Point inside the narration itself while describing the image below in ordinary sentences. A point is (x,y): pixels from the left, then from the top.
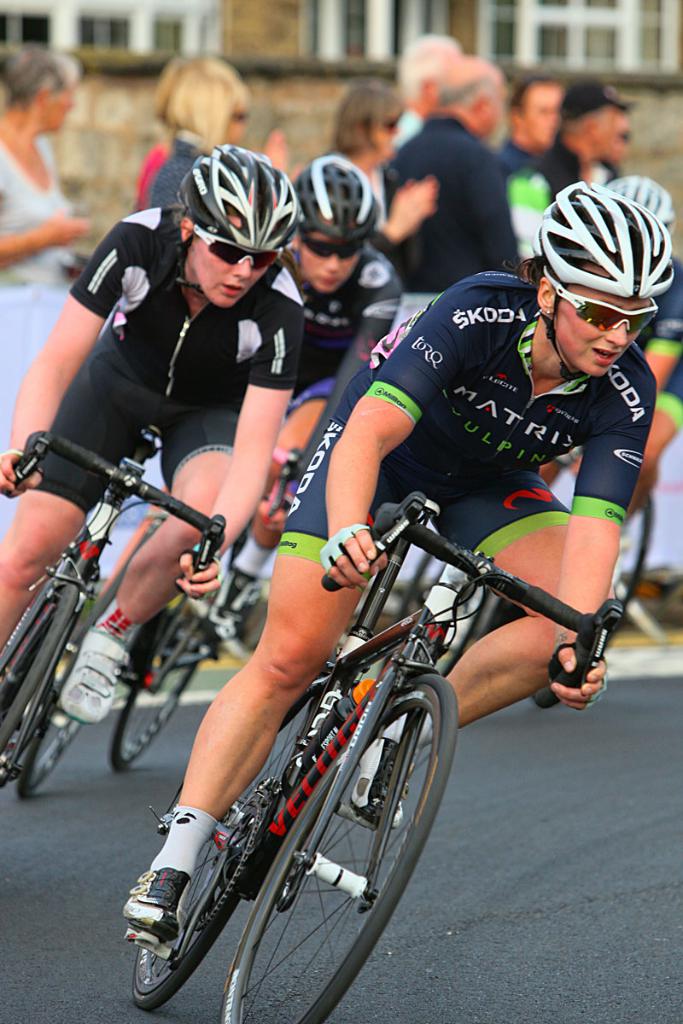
Here we can see four persons (478,693) are riding a bicycle (268,820). This is road (618,966). They wear a helmet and they have goggles (256,268). Here we can see some persons (479,122). And there is a building (302,39).
